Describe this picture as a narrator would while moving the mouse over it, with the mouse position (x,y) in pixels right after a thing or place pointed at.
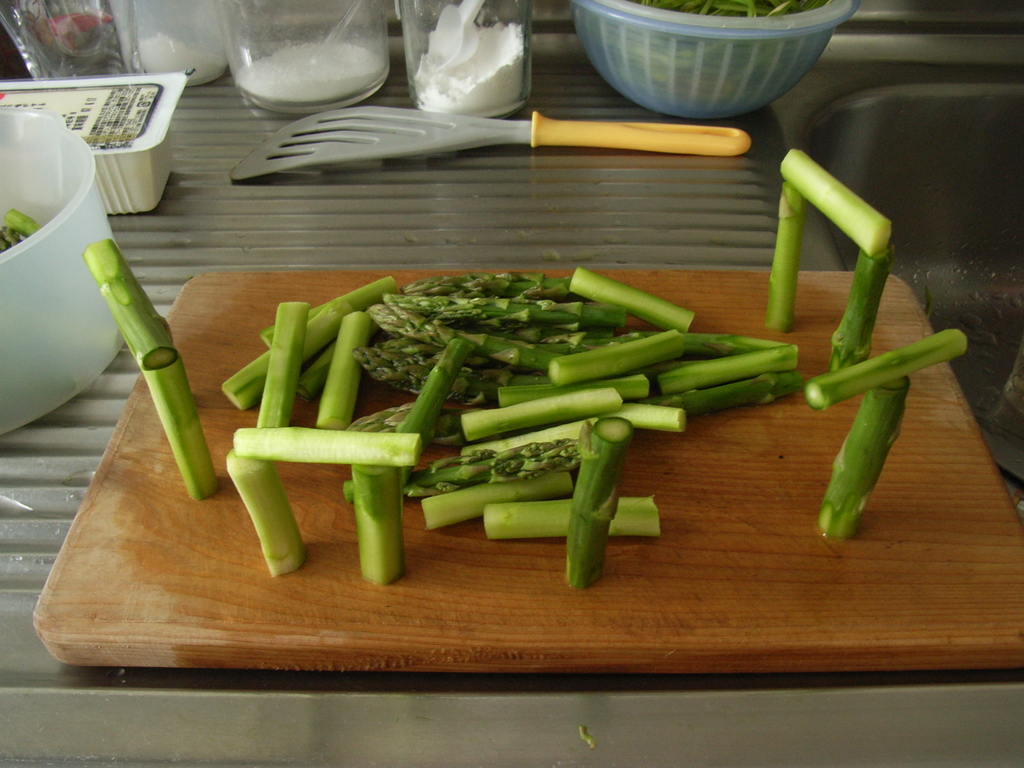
In the image there are some chopped vegetables (614,516) on a chopping pad (300,521) and beside that there are some bottles (330,75) and bowls (591,25) kept on a steel surface (420,187).
